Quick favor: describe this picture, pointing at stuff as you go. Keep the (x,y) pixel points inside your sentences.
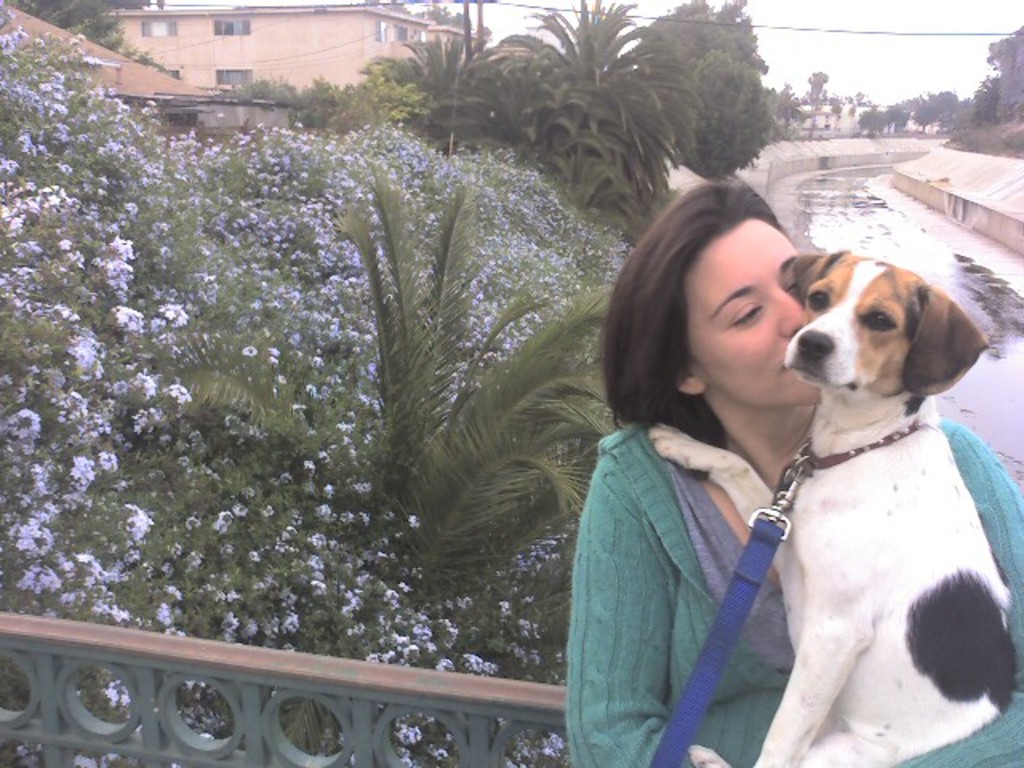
In this image on the right (766,431) there is a woman (781,410) she wear blue dress (669,581) her hair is short she is holding a dog (865,537). In the background (359,304) there is a plant (395,376), flowers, house (233,73), trees (556,84), water (884,189) and sky (885,80).
